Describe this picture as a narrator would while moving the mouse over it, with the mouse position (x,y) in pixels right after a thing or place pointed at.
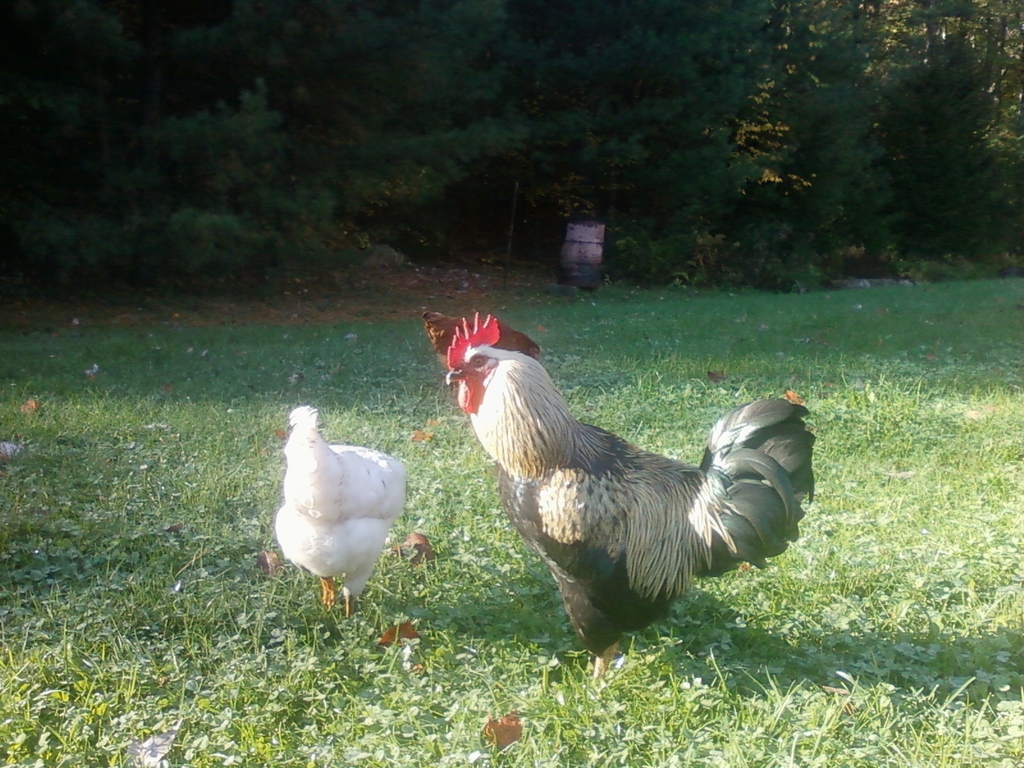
In this picture there is a cock (501,370) in the center of the image (678,467) and there is a hen (289,503) on the left side of the image (327,519), there is grassland (860,389) at the bottom side of the image (426,537) and there are trees (442,101) at the top side of the image (487,176).
